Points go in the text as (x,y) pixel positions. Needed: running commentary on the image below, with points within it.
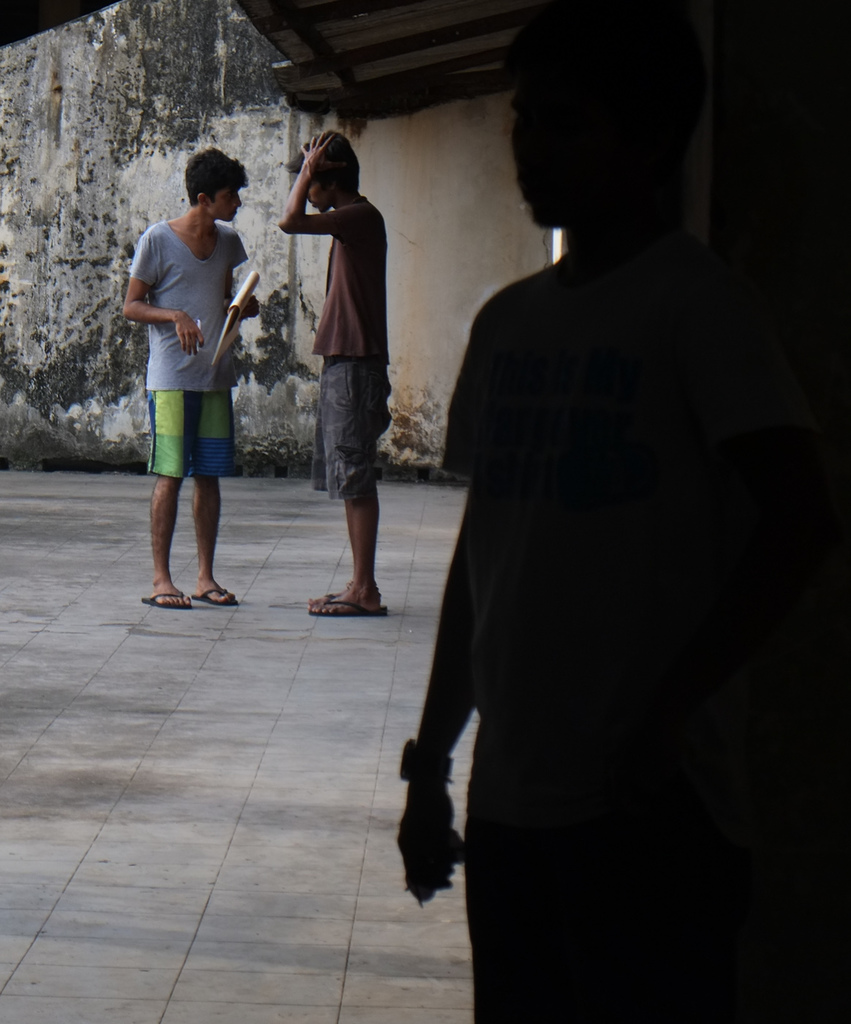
In this image, we can see three persons (524,503) are standing. Here a person (216,336) holding a book (229,340) and pen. Background (402,271) we can see wall (406,177).
